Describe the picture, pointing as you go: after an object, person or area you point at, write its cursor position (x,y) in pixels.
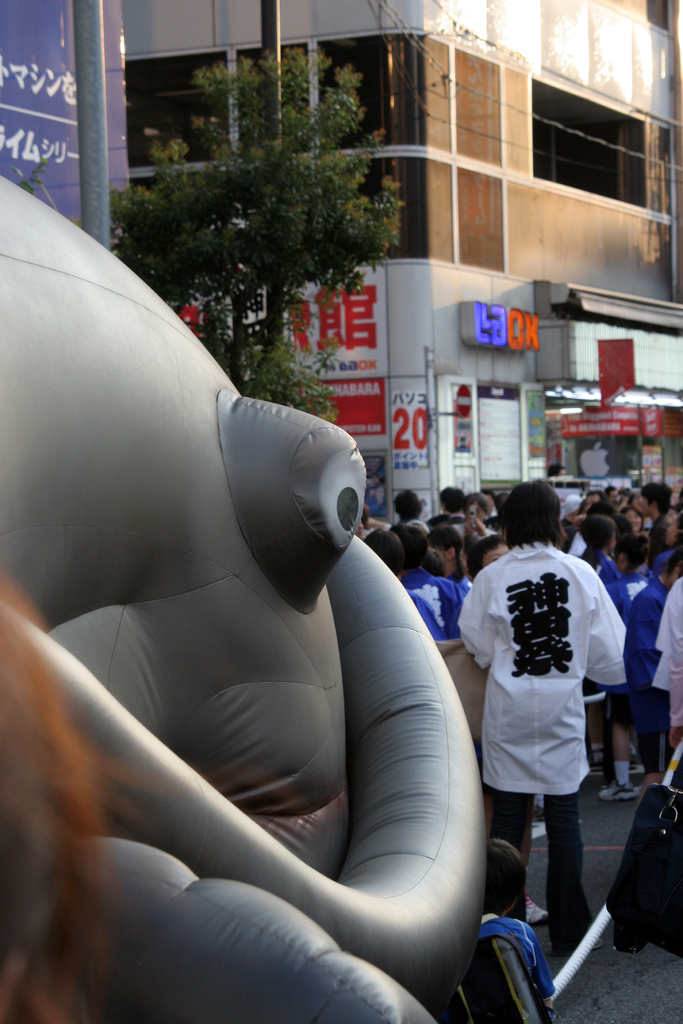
In this picture we can see a few people (549,782) on the road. There is an inflatable object (283,483), poles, some text (340,302), numbers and a few things (379,384) on the boards (356,304). We can see trees (376,204), a building (420,137), wires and other objects (523,1001).
